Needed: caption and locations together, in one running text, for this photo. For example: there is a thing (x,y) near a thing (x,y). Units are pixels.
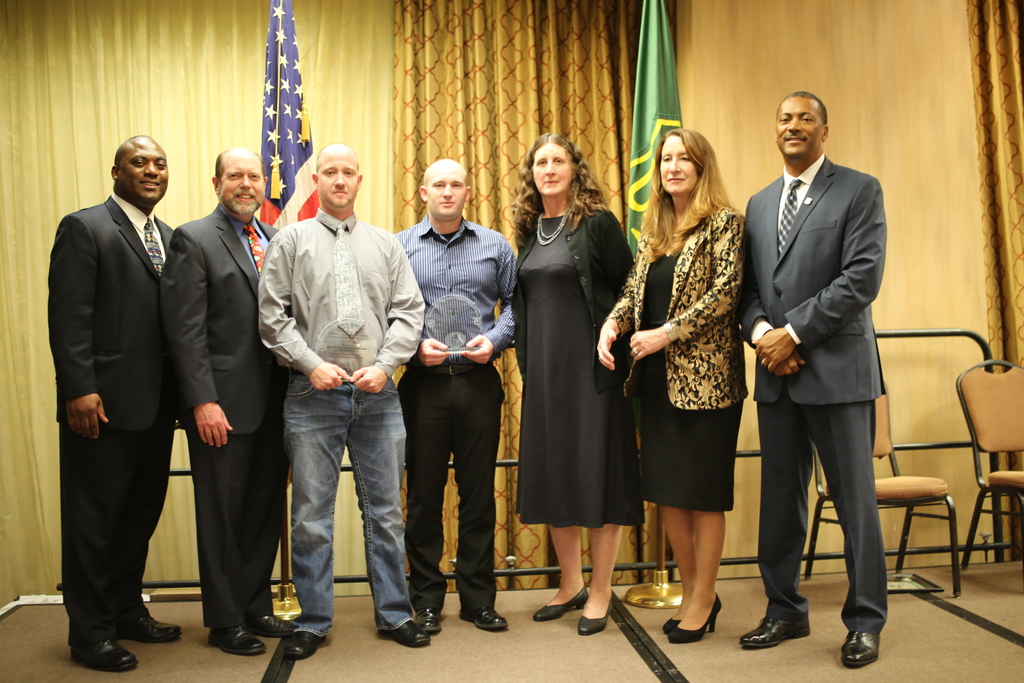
In this picture there are people (838,508) standing and we can see chairs (897,498), flags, stands (282,533) and rods (938,330). In the background of the image (525,45) we can see curtains (391,64).
